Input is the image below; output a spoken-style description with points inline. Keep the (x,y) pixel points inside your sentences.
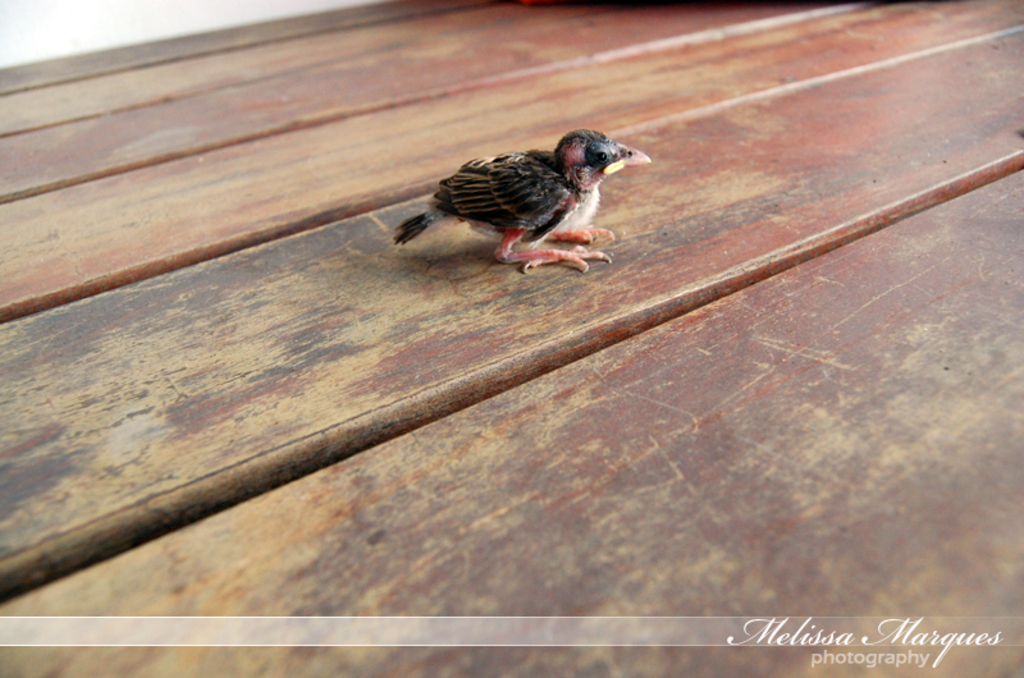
In this picture we can observe a small bird (512,198) which is in black color on the wooden surface (596,127). The surface (309,201) is in brown color. We can observe white color water mark (875,630) on the right side (901,641).
